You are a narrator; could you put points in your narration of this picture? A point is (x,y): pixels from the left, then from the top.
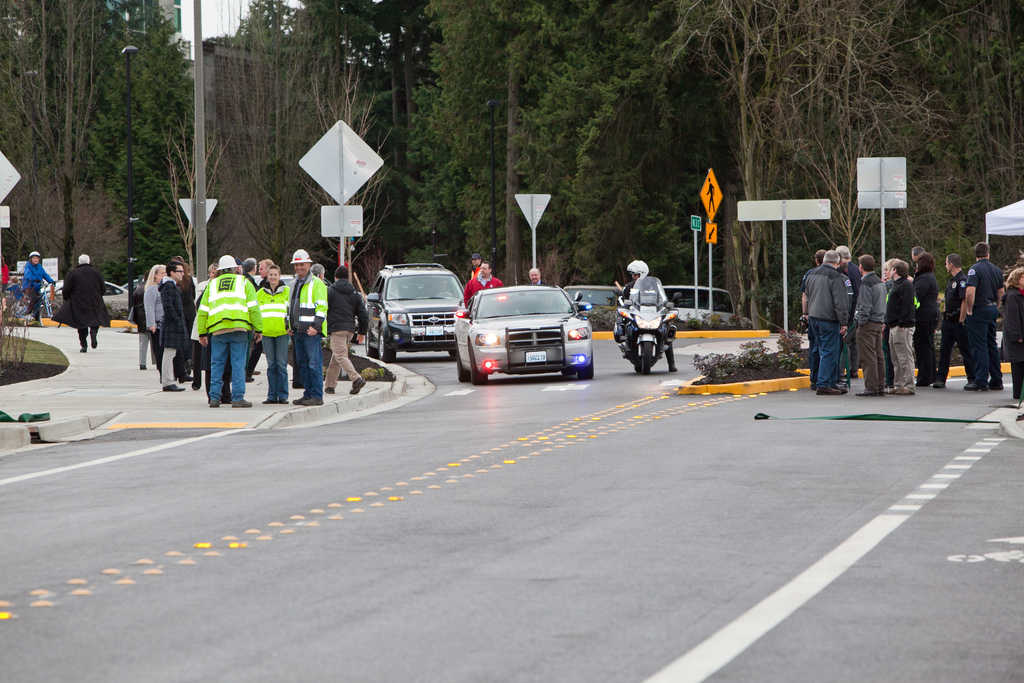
In this picture we can observe a road (543,536) on which there are some vehicles (525,318) moving. There are some people (204,288) standing on the footpath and on the road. We can observe some people (241,316) wearing green color coats (262,296) and white color helmets (228,265). There are some poles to which boards (798,215) are fixed. In the background (568,76) there are trees (517,85).
